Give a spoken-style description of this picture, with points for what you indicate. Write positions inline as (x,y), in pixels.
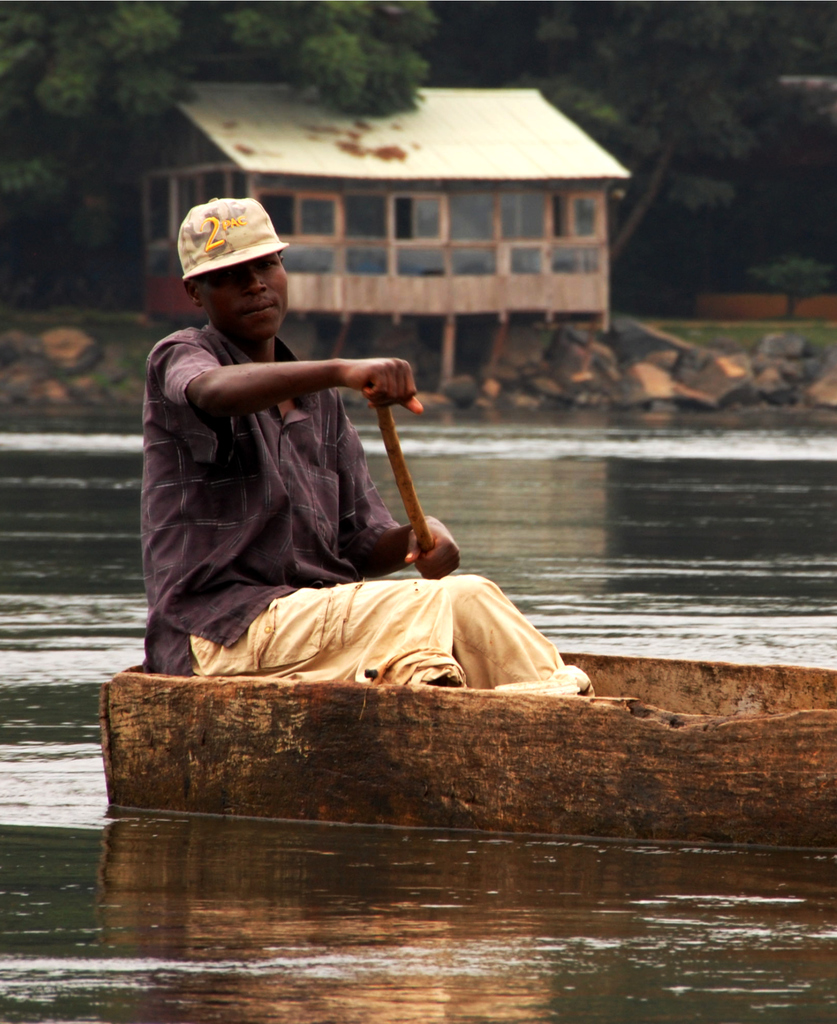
As we can see in the image there is water (300,933), a man (219,548) wearing hat (221,265) and violet color dress (231,480). In the background (487,195) there is house (437,254), trees (459,86) and rocks (582,360).
